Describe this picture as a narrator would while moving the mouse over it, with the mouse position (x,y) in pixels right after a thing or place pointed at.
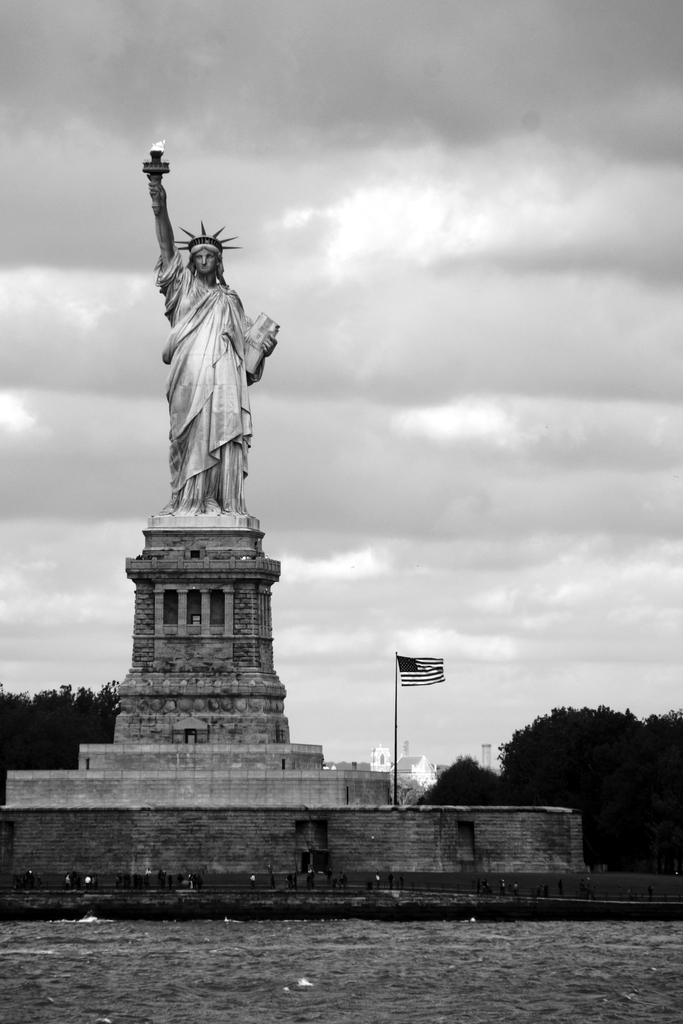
In this image we can see black and white picture of a statue (240,383) and a flag (413,670) placed on a pole (395,707). In the foreground (430,930) we can see water (422,1023). In the background (617,868), we can see a group of buildings (431,777), trees (53,723) and the sky (479,406).
